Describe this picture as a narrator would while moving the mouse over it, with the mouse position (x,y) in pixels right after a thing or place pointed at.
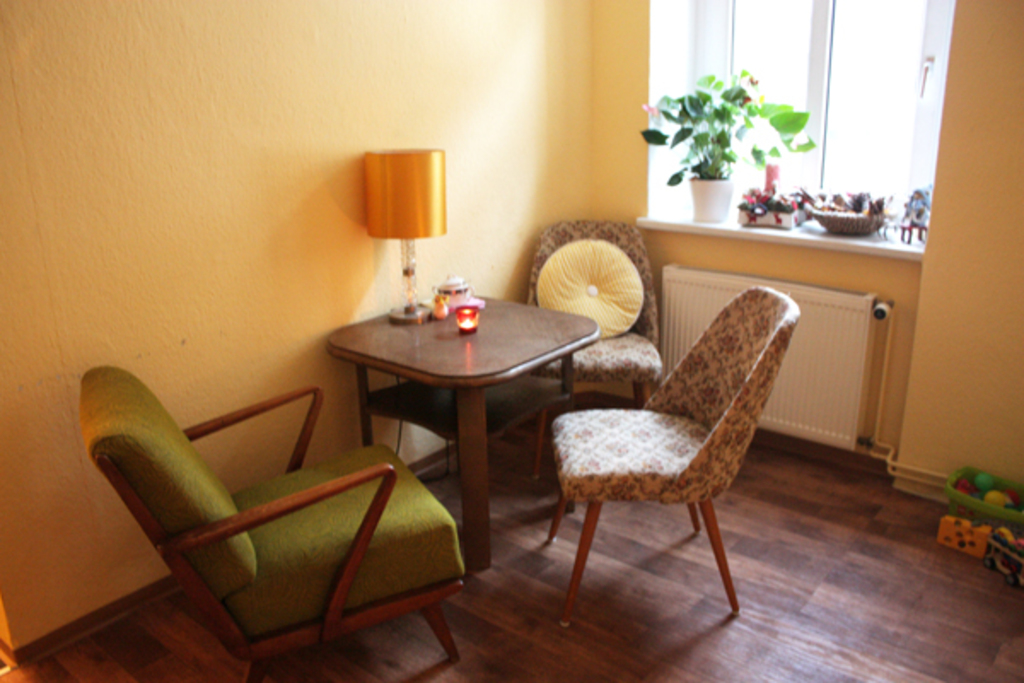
In this picture we can see a room (473,430) with chairs (657,440), table (562,334), pillows (596,291) and on table (454,345) we have lamp (411,260), candles (461,330) and in background (184,44) we can see wall (632,55), window (806,77), flower pot (699,200) with plant (706,158) in it, basket (840,230) at window (906,250) and on floor (911,557) we can see some toys (953,542).
